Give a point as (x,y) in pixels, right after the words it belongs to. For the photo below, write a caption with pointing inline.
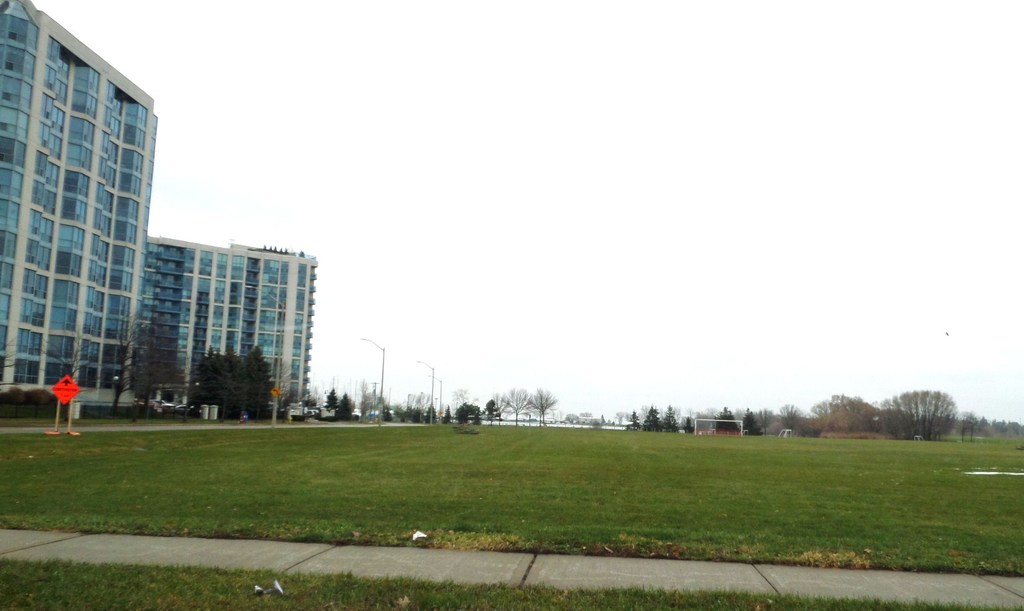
In the image we can see there is a ground (592,526) covered with grass (633,461) and behind there are trees (260,370). There are buildings (230,277) and there is a hoarding (73,384) kept on the road (49,429). There is a clear sky (276,23).
